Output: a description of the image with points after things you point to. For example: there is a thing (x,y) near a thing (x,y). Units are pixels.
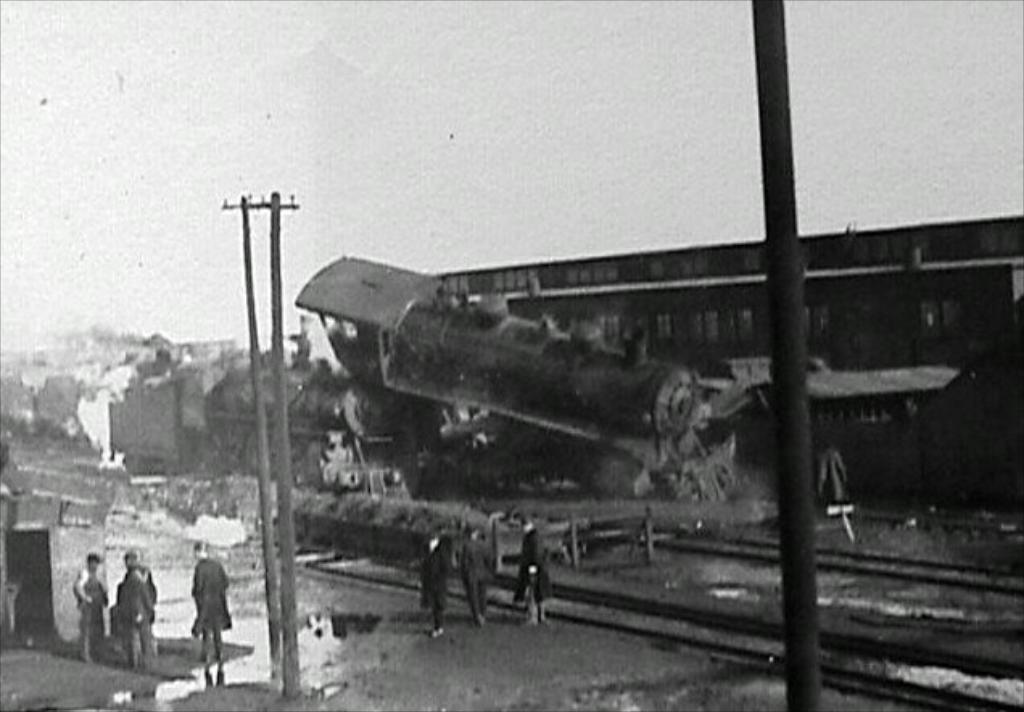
In this picture there is a collapsed train (497,362) and there are few persons (221,642) standing beside it and there is a building (837,296) in the background (713,284).
